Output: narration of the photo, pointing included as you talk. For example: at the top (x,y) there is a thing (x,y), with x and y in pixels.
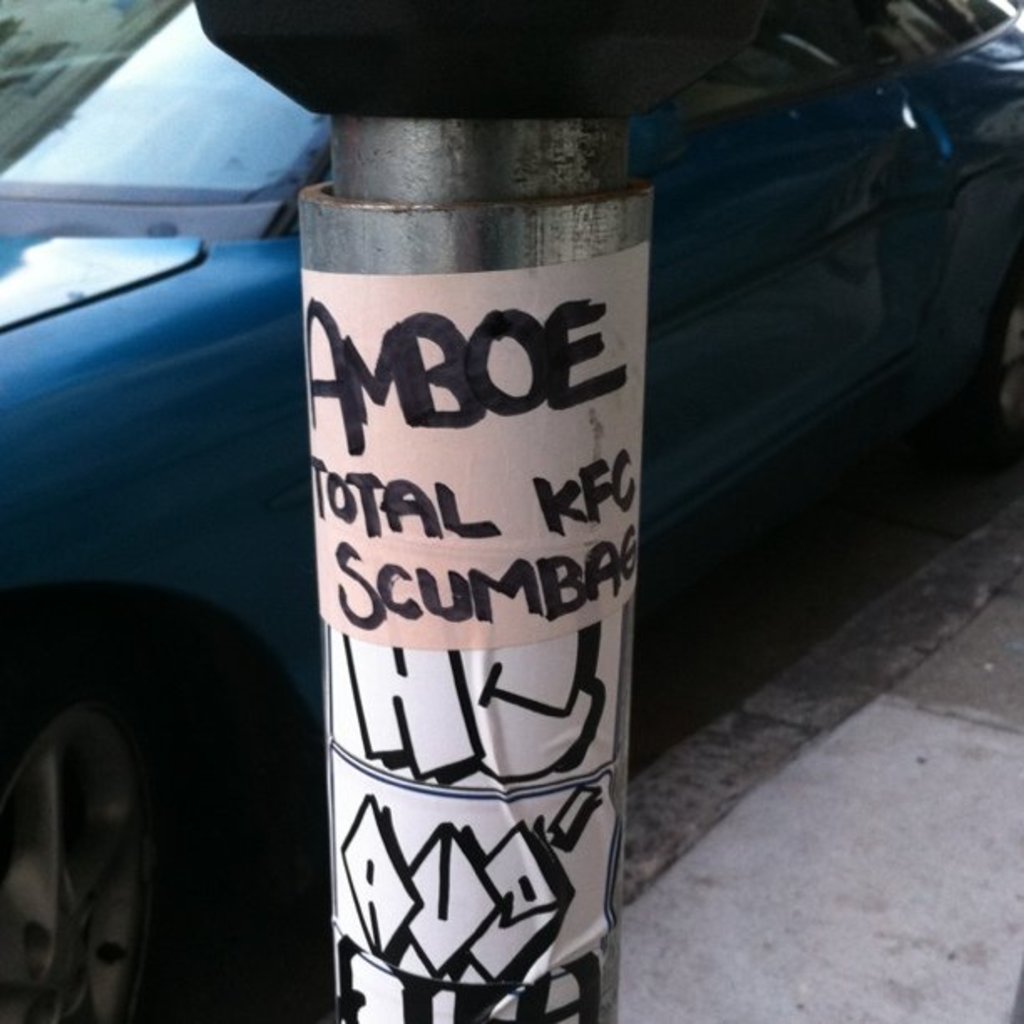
In this image I can see the pole (570,253) and I can see few papers (539,280) attached to the pole (497,223) and I can see something written on the paper (471,434). In the background (207,317) I can see the car (183,331) in blue color.
